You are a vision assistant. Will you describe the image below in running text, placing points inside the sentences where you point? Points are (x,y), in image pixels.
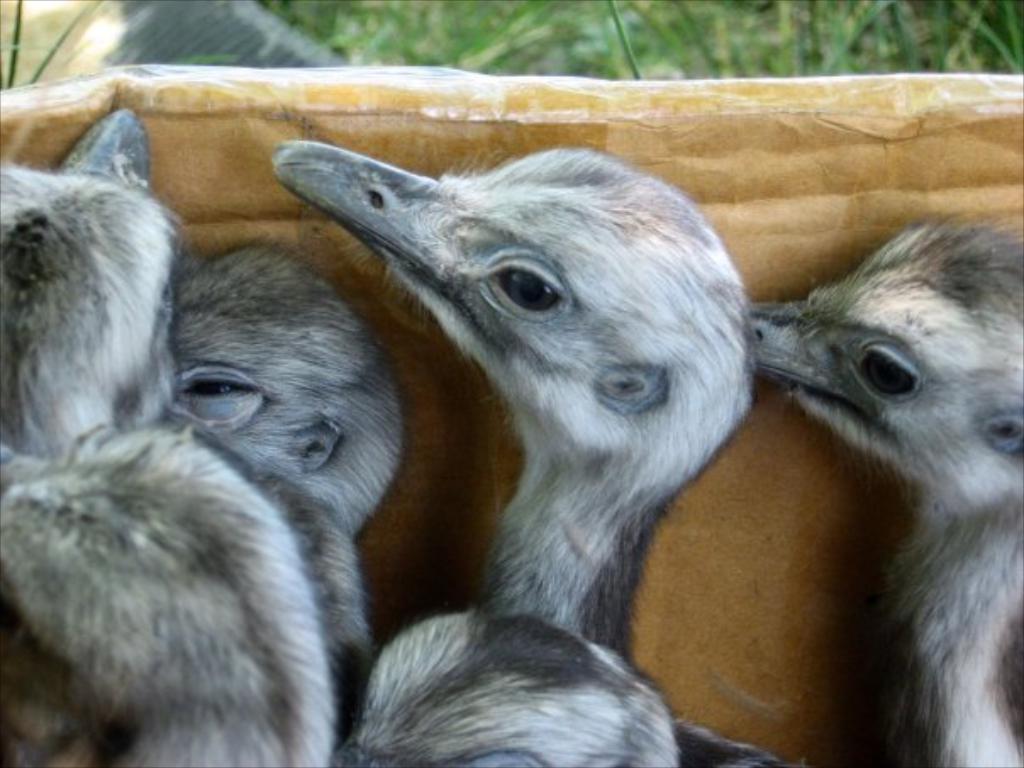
In the image, there are few bird babies (328,338) and they are kept in a closed environment (977,105) and the background (460,27) is blurry.
